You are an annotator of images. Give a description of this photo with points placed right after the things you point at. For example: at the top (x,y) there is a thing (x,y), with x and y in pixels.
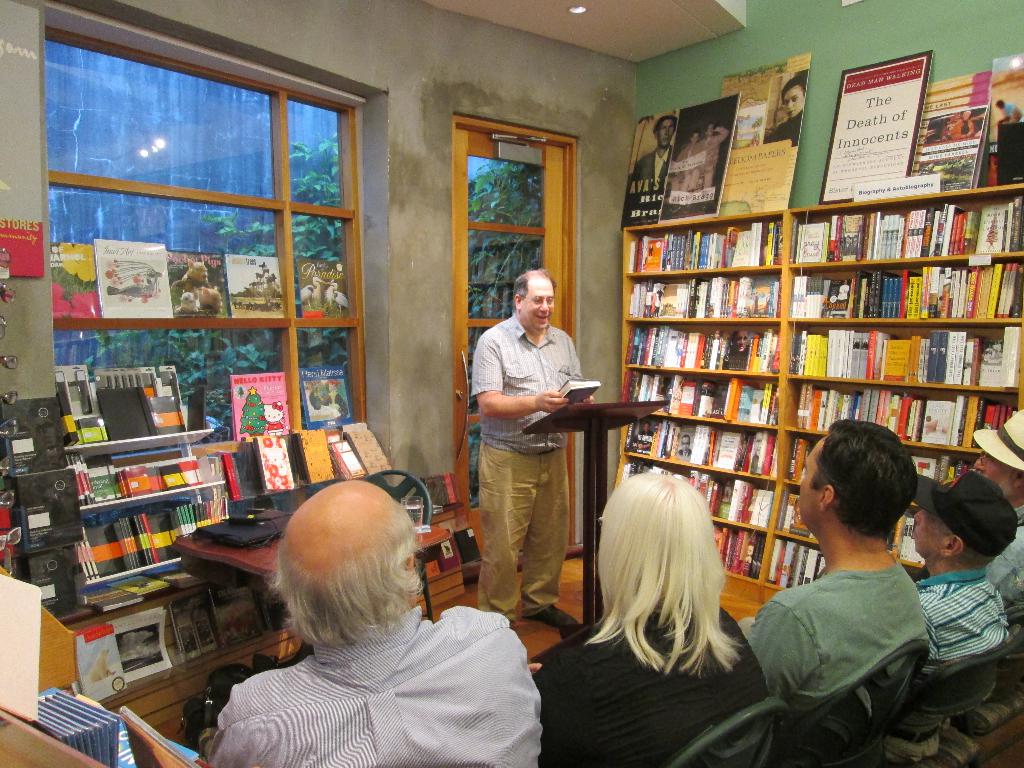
In this image we can see a few people (334,725) sitting and there is a person (537,610) standing and holding a book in front of him there is a podium (584,406) and to the side we can see a rack (834,389) with books (835,355). On the left side of the image (34,420) we can see some books (240,410) and in the background (240,210), we can see the window (359,298) and the door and there is a tree (494,242).
